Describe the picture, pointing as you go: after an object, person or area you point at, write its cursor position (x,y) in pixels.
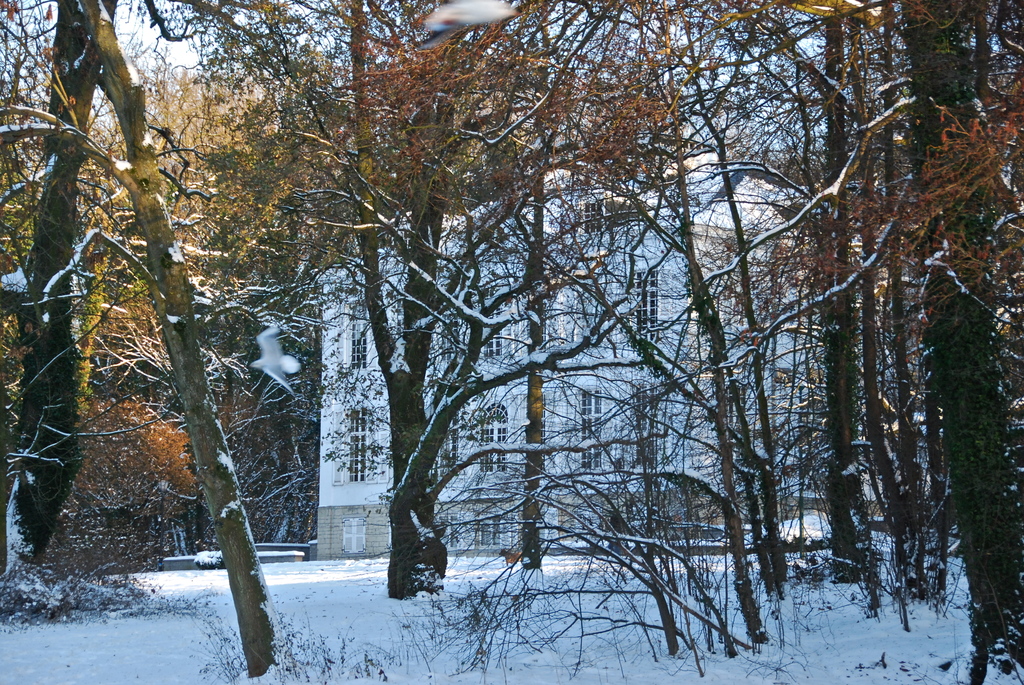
In the center of the image (380,387) we can see trees (731,488) around a white building (383,432). At the bottom (912,641) there is a snow (532,613). In the background (175,60) there is a sky (195,59).
